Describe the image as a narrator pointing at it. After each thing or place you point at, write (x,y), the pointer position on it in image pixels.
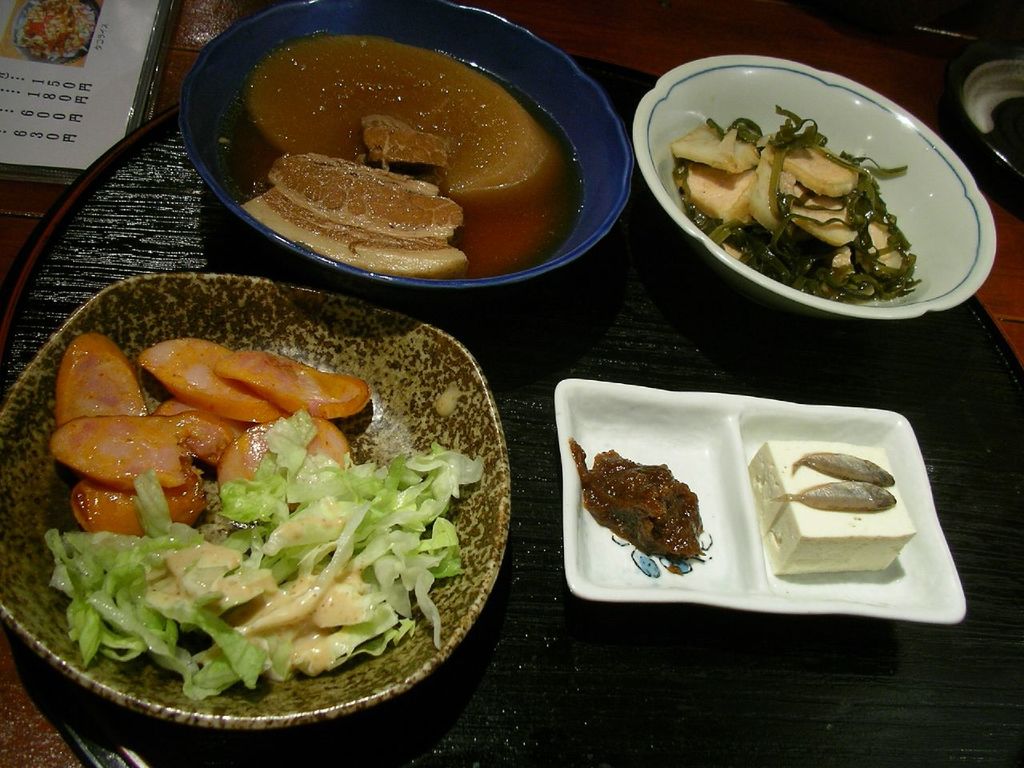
In this picture we can see bowls (391,352) with fish (806,456), food items (865,464) in it and in the background (105,27) we can see a paper (110,54) and some objects (1008,161) and these all are placed on the wooden surface (668,332).
